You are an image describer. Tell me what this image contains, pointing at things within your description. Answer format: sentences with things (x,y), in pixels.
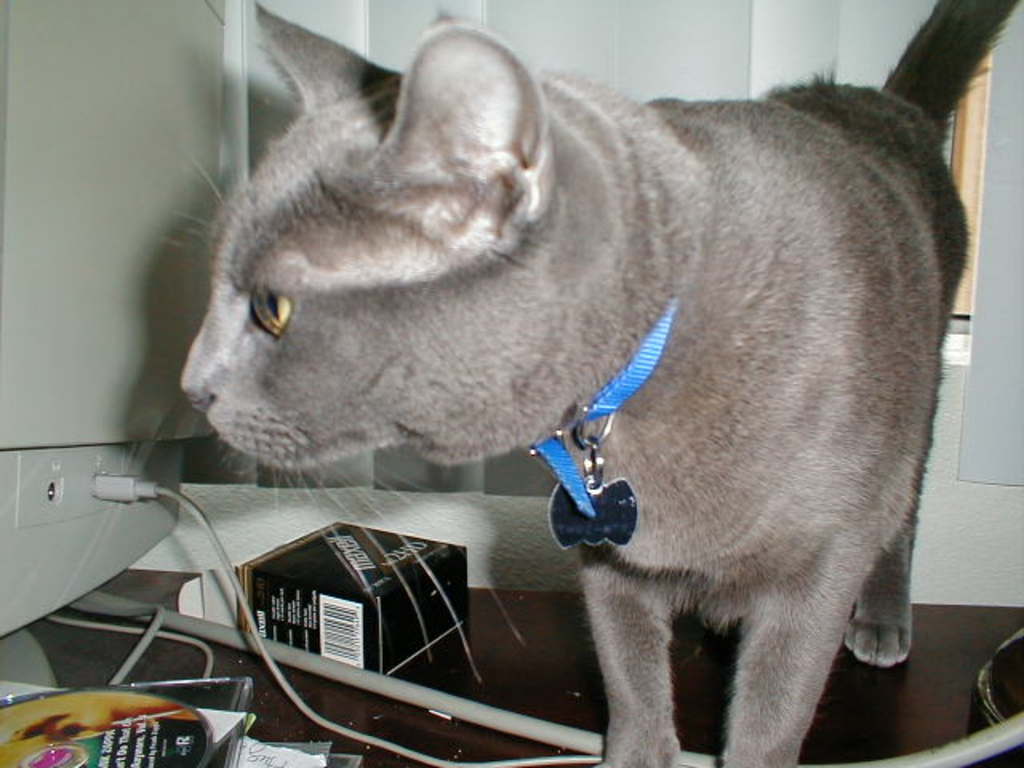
In the image in the center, we can see one table (535,705). On the table (535,705), there is a monitor (23,349), box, CD (155,739), paper (298,758) and one cat (620,319), which is in ash color. In the background (665,75) there is a wall (307,501) and window (771,13).
